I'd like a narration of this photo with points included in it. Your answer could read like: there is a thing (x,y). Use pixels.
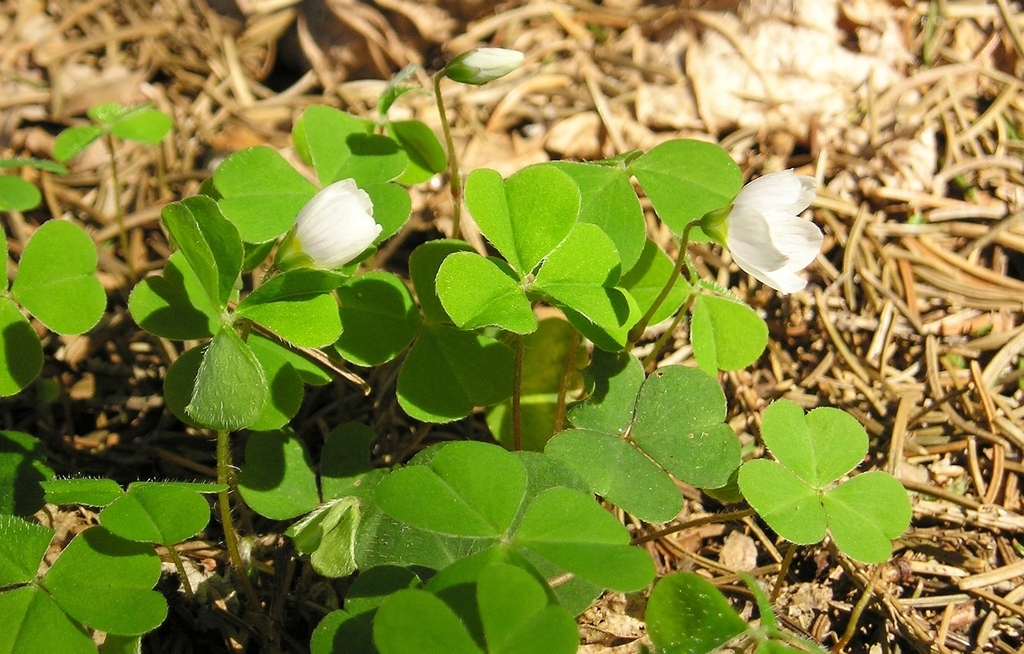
In this image we can see flowers (735,227) and plants (349,530).
